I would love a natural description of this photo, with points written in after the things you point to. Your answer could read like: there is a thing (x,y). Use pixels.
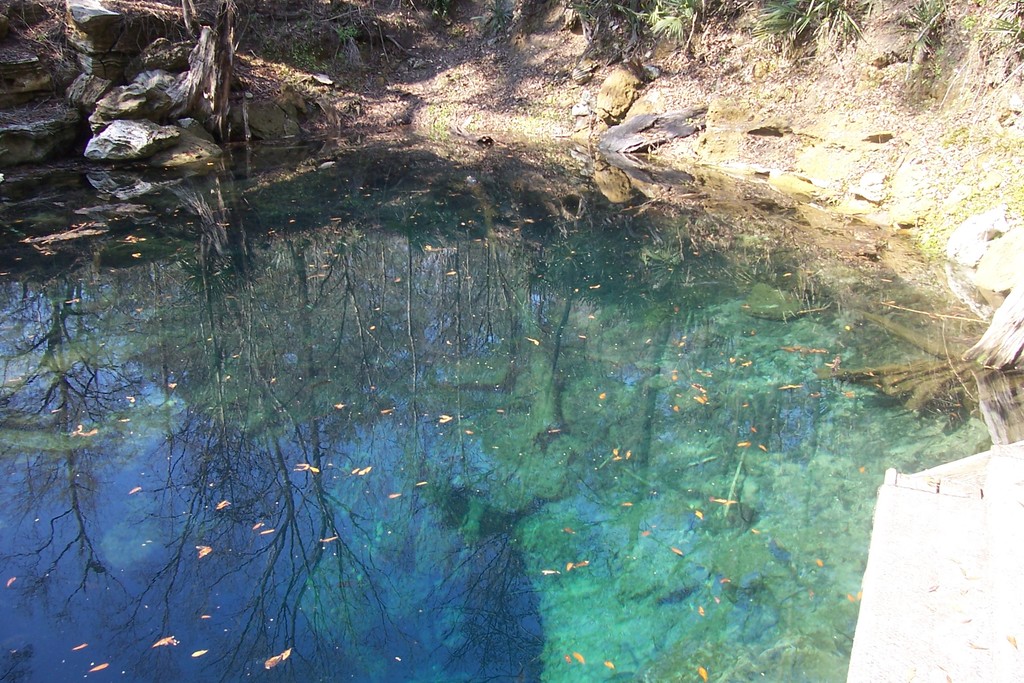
In this image I can see lake (444,291) and in lake (303,408) I can see shadow (394,285) of trees (406,298) and the sky (138,463) and in the top left (13,69) I can see stones (174,116).
